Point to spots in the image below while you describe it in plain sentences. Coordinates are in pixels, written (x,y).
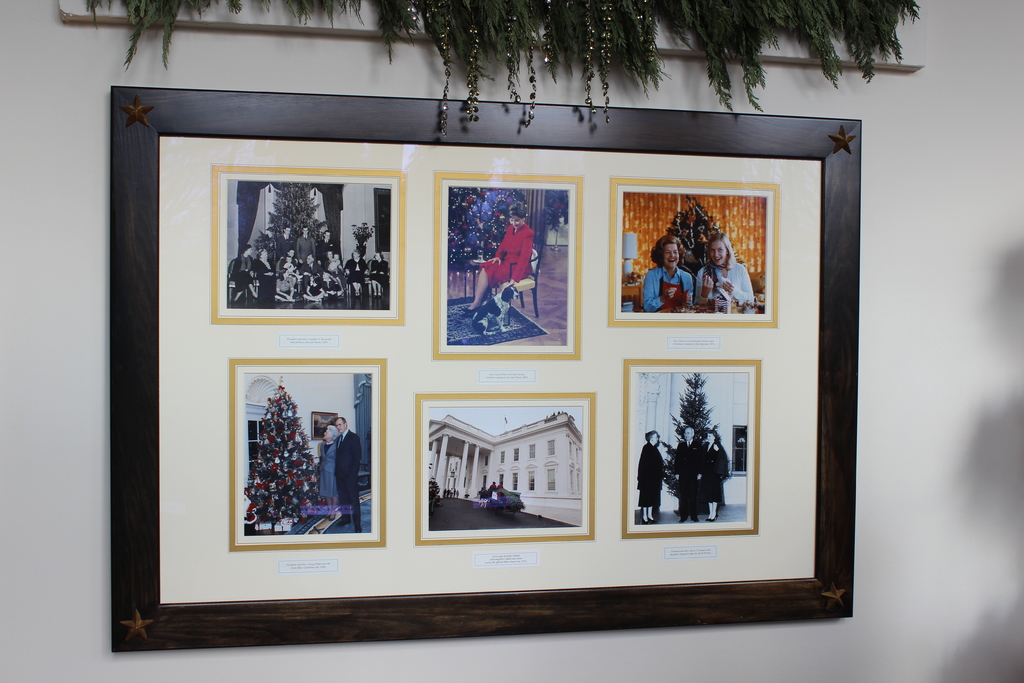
In this image we can see a photo frame (471,227) on the wall (23,267) with images (342,261) of a few people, also we can see houseplants (610,23).
